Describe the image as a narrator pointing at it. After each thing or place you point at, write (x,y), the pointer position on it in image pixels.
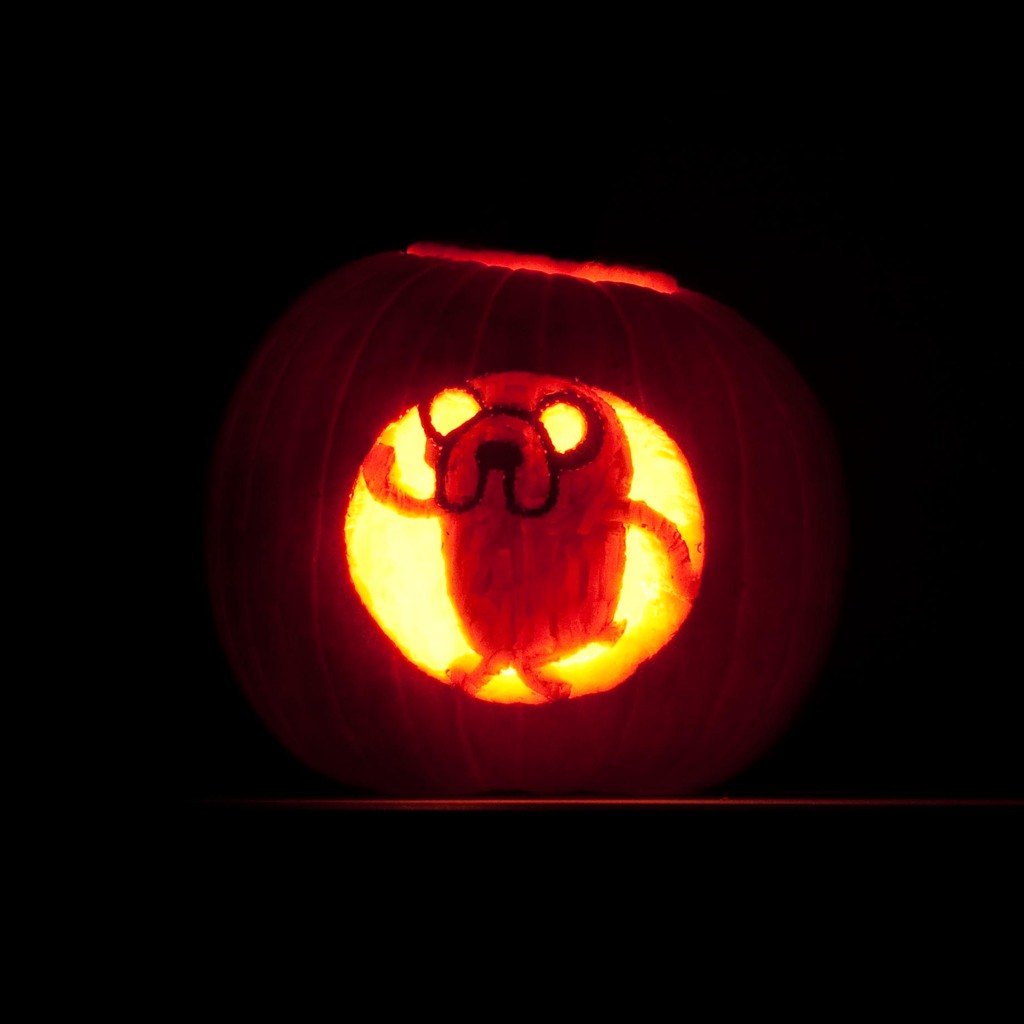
In the image it looks like a halloween pumpkin (526,548) and the background of the pumpkin (789,542) is dark.
